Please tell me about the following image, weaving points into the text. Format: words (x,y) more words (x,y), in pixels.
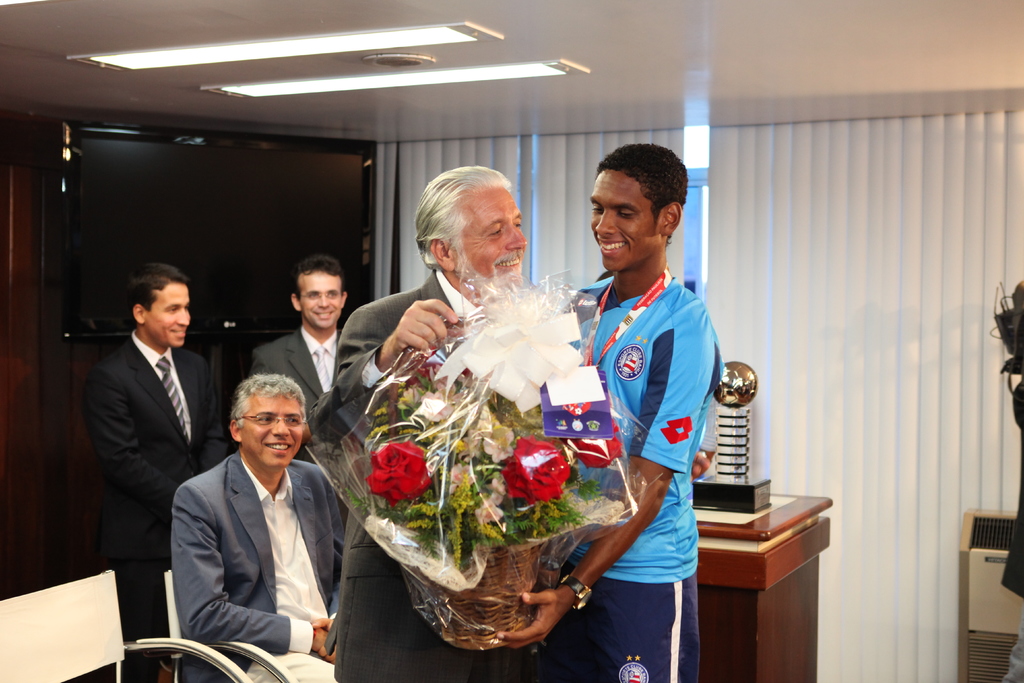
We can see two men (559,638) are holding flower bouquet (510,610) in their hands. In the background (283,463) a man (263,525) is sitting on the chair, two men (219,430) are standing, TV (122,233) on a wall (52,296), window (535,161), curtain (581,181), objects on a table (728,579), cooler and another object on the right side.
